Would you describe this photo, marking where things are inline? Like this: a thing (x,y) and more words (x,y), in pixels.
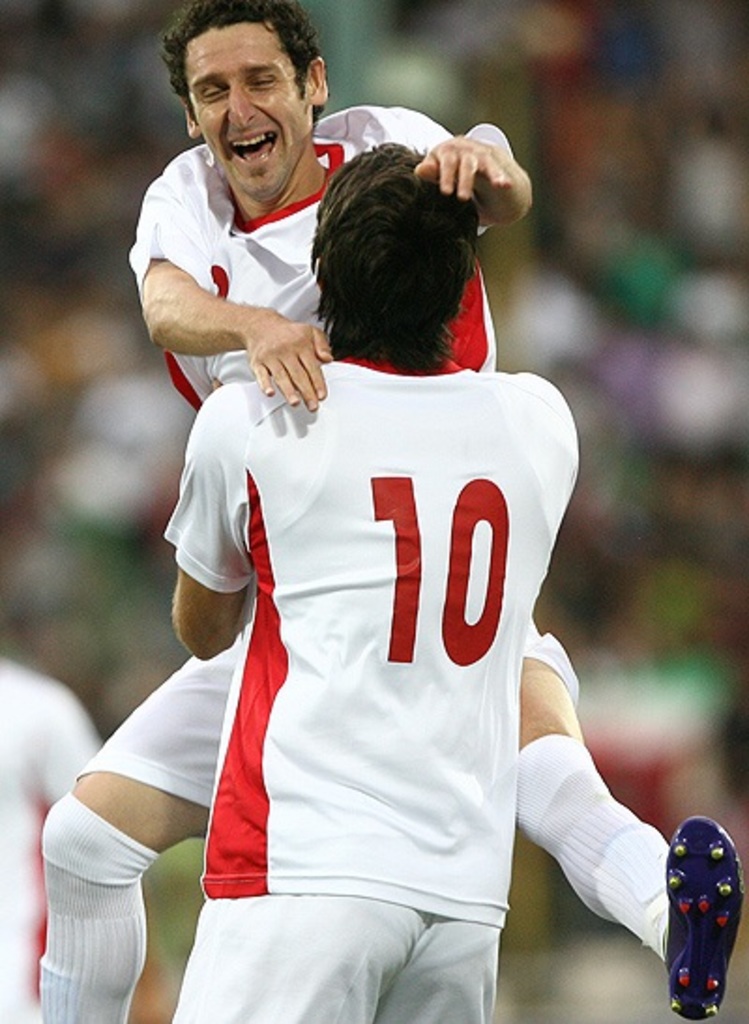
In this image we can see two persons (388,651). In the background (474,24) it is blur.
